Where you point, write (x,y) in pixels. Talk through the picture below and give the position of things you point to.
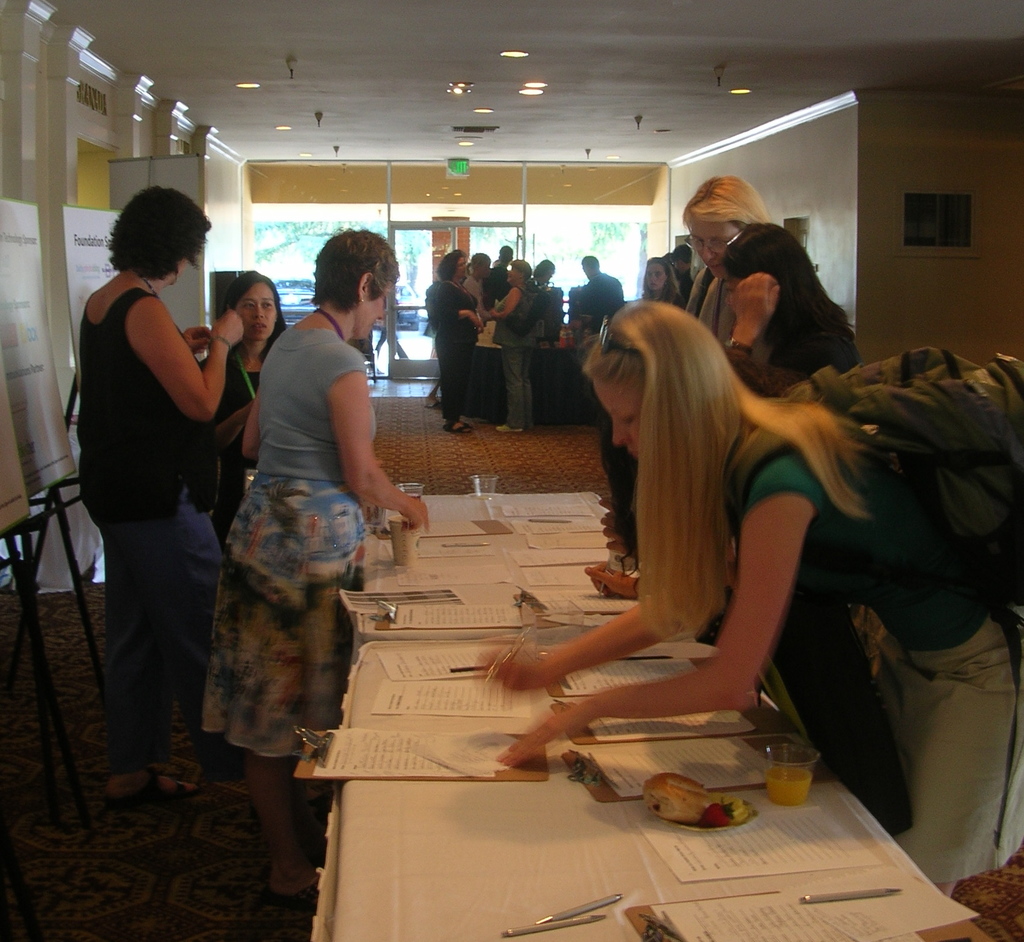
In this image I see number of people (234,586) who are standing and there is table (333,937) in front of them on which there are lot of papers (808,853), pads (772,729) and cups (781,752). In the background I see the boards (11,480), glass (412,207) and lights (243,88) on the ceiling (736,106).
